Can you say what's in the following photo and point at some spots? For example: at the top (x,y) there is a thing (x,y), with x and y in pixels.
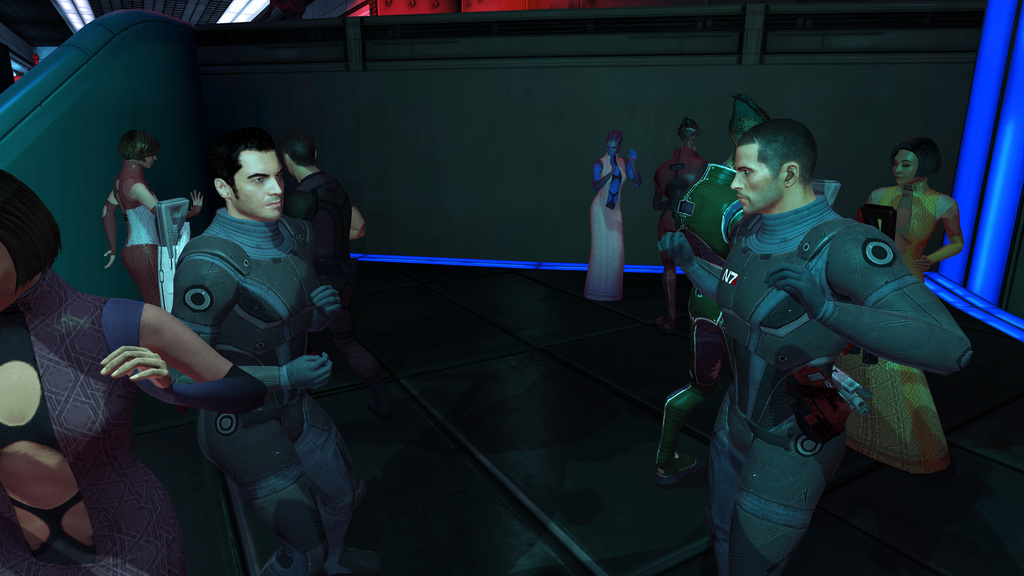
In the picture I can see few video game characters (258,289) standing and there is a blue light (979,111) in the right corner (992,91) and there are few other objects (819,28) in the background (315,41).
